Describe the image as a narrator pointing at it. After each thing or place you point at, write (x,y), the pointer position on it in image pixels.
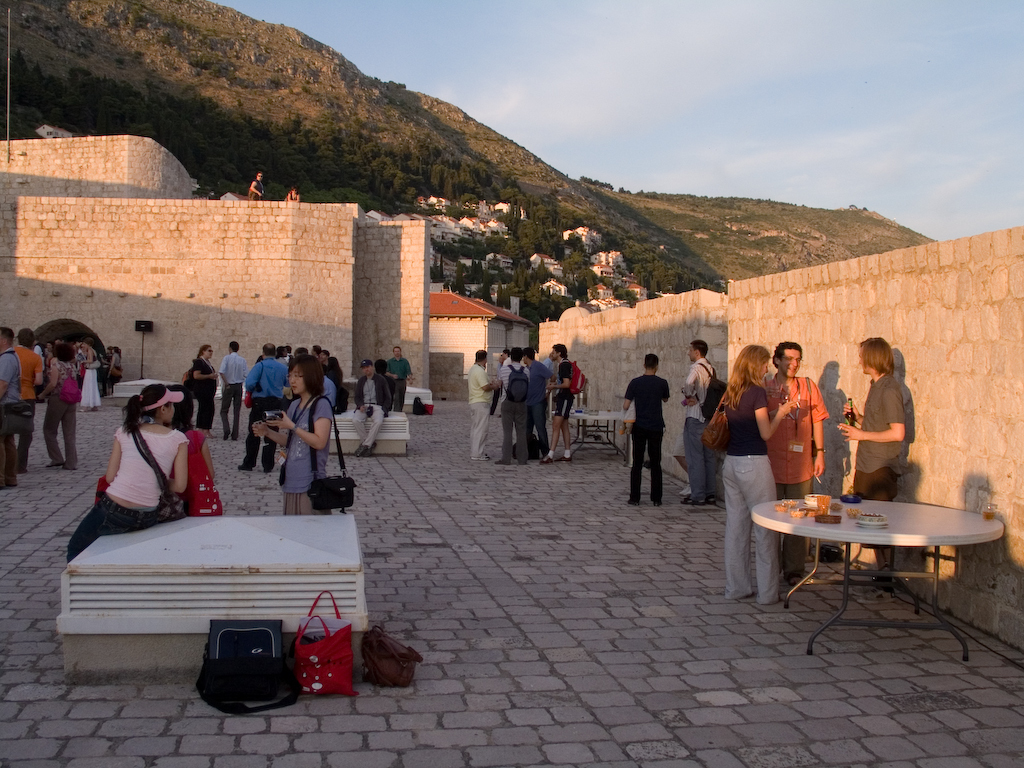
In this image I can see on the right side (872,393) few people (885,415) are standing and talking each other, in the middle (510,434) few people (317,397) are sitting and few (296,392) are standing. At the back side (266,74) there are hills (82,90), at the top (638,88) it is the sky (694,83), at the bottom (319,651) there are bags (369,679) on this floor (383,712).
